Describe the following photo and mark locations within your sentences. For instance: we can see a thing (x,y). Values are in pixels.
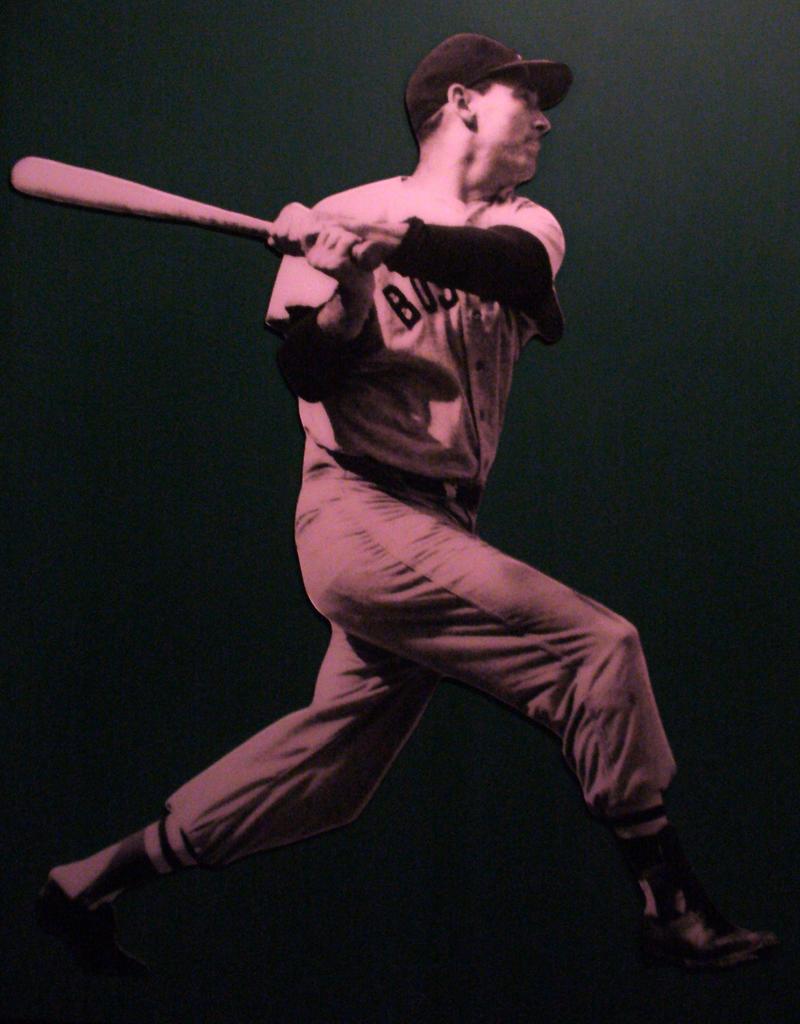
It looks like an edited image, we can see a man (414,274) with a cap (475,45) is holding a baseball bat (158,202).
